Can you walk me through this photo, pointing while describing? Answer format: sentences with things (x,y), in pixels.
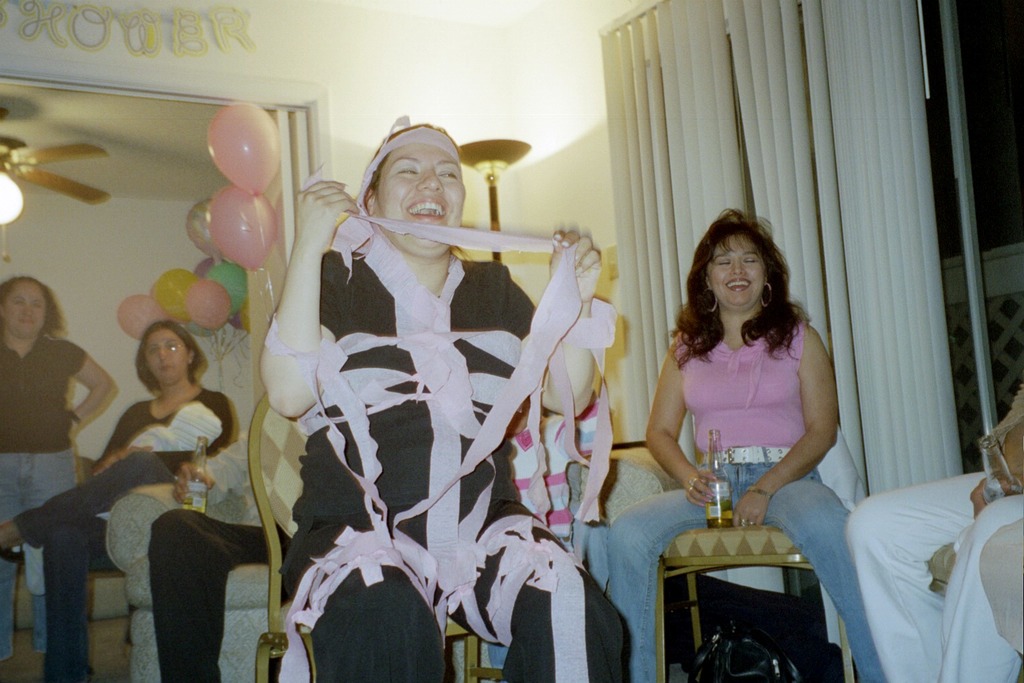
In this picture we can see some people (351,508) sitting on chairs (702,542), there is a woman (70,415) standing on the left side (45,415), a woman (733,466) on the right side (748,473) is holding a bottle (724,482), on the right side (838,258) there is a curtain (838,258), we can see some balloons (220,282), a fan (90,193) and a light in the background (167,288).
